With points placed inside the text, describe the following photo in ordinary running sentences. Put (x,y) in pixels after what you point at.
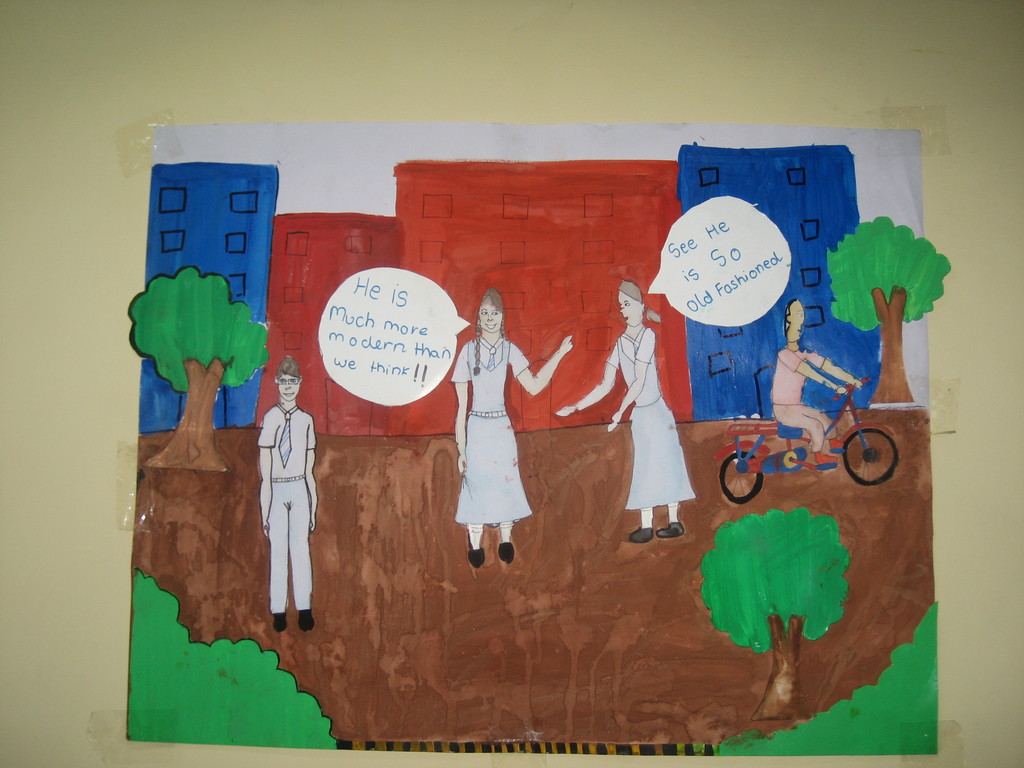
In this picture we can see a paper (604,144) on the wall (628,90), in the paper (563,391) we can find paintings (510,442).
